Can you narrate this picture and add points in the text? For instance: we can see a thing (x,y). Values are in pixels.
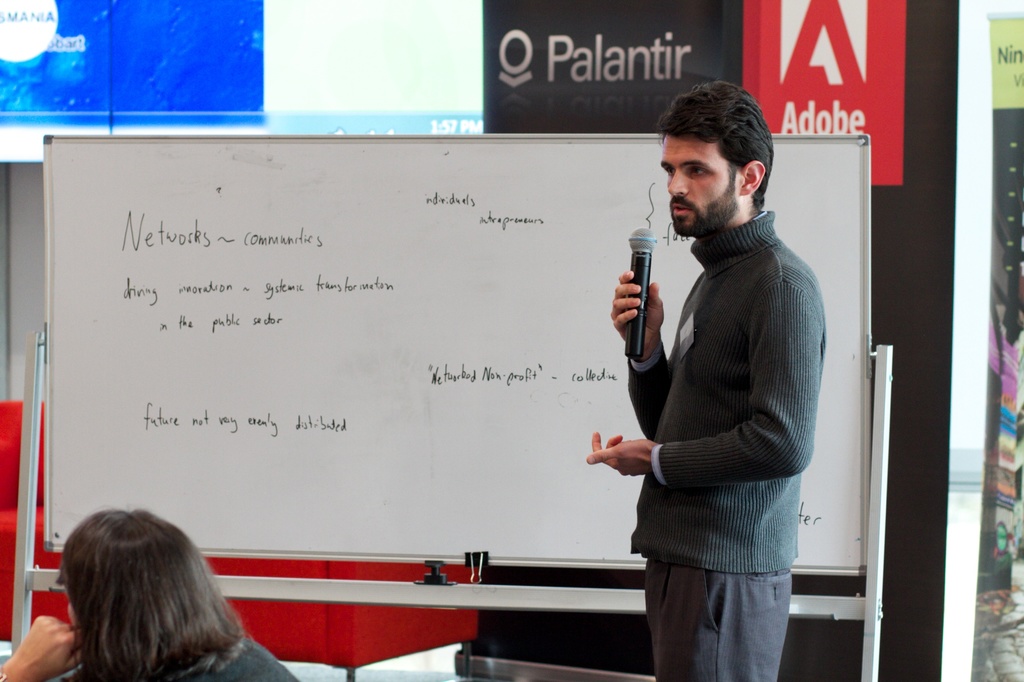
Here in this picture we can see a person (725,245) standing and speaking something in the microphone (644,311) present in his hand (653,302) and beside him we can see a white board (617,488) with something written on it and in front of him we can see a woman (136,656) sitting on a chair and behind the board (440,139) we can see a banner (524,90) present and we can also see a digital screen (248,49) present.
